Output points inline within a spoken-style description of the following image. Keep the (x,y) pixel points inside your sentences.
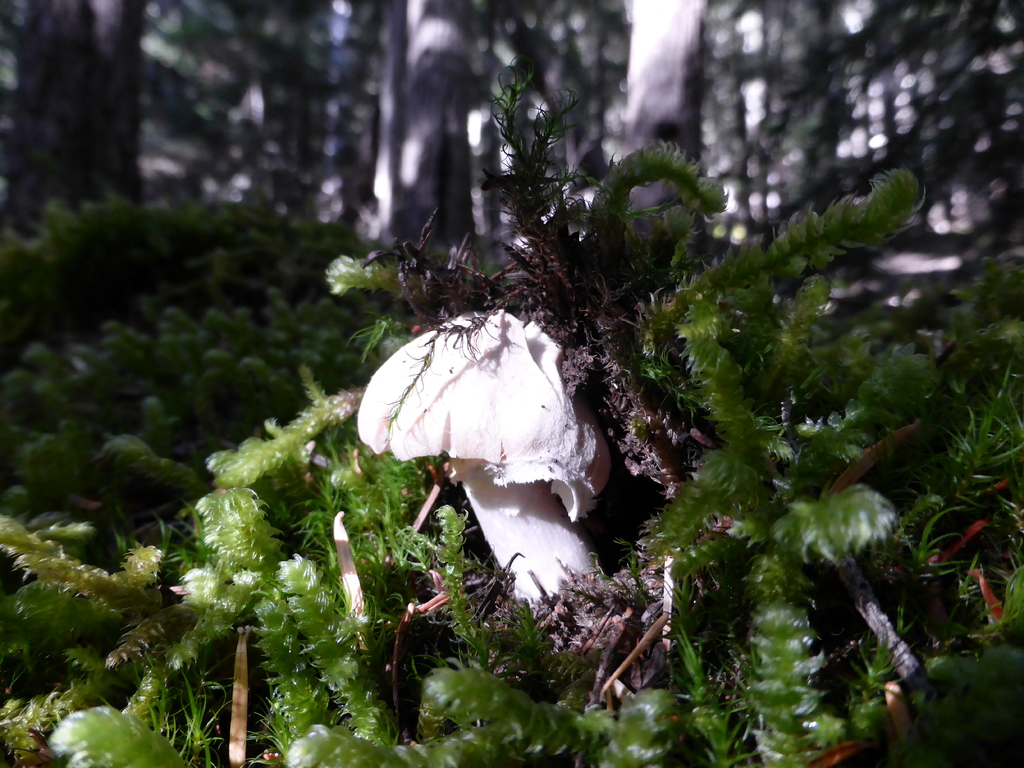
In the middle of the image (441,421) we can see a mushroom (570,444), and we can find few plants (171,506) and trees (566,80).
